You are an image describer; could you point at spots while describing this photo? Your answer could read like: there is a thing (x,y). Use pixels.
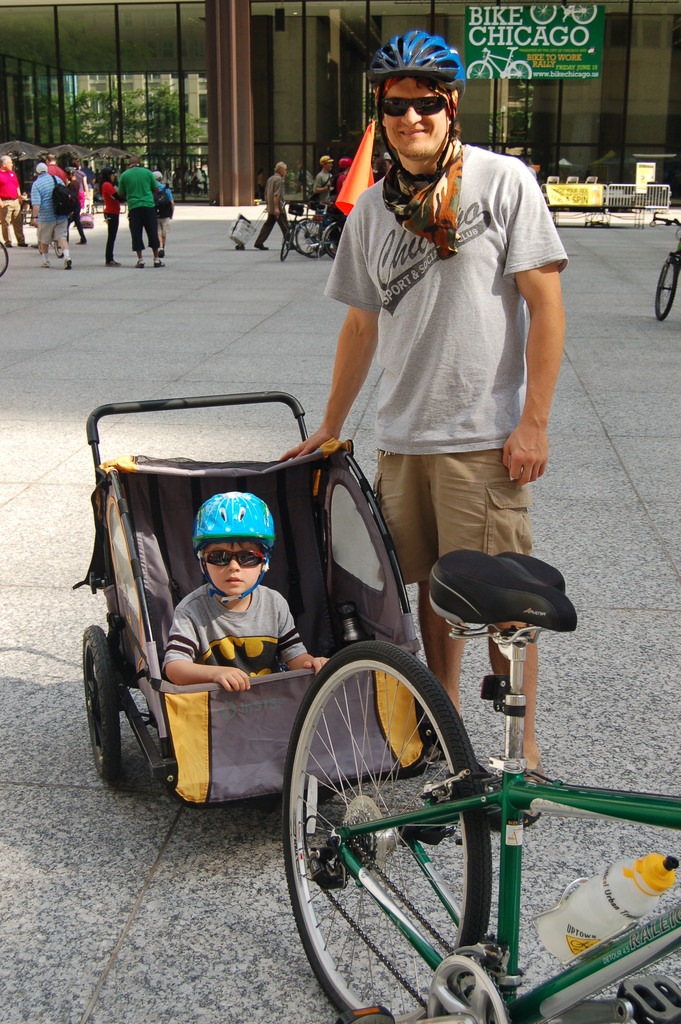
This image consists of many persons (460,417). In the front (531,432), we can see a man (507,358) standing and wearing a blue helmet (423,71). Beside him, there is a kid (206,627) sitting in a trolley (338,729). At the bottom (528,923), there is a road (544,850). In the background (181,108), there is a building (157,60).
